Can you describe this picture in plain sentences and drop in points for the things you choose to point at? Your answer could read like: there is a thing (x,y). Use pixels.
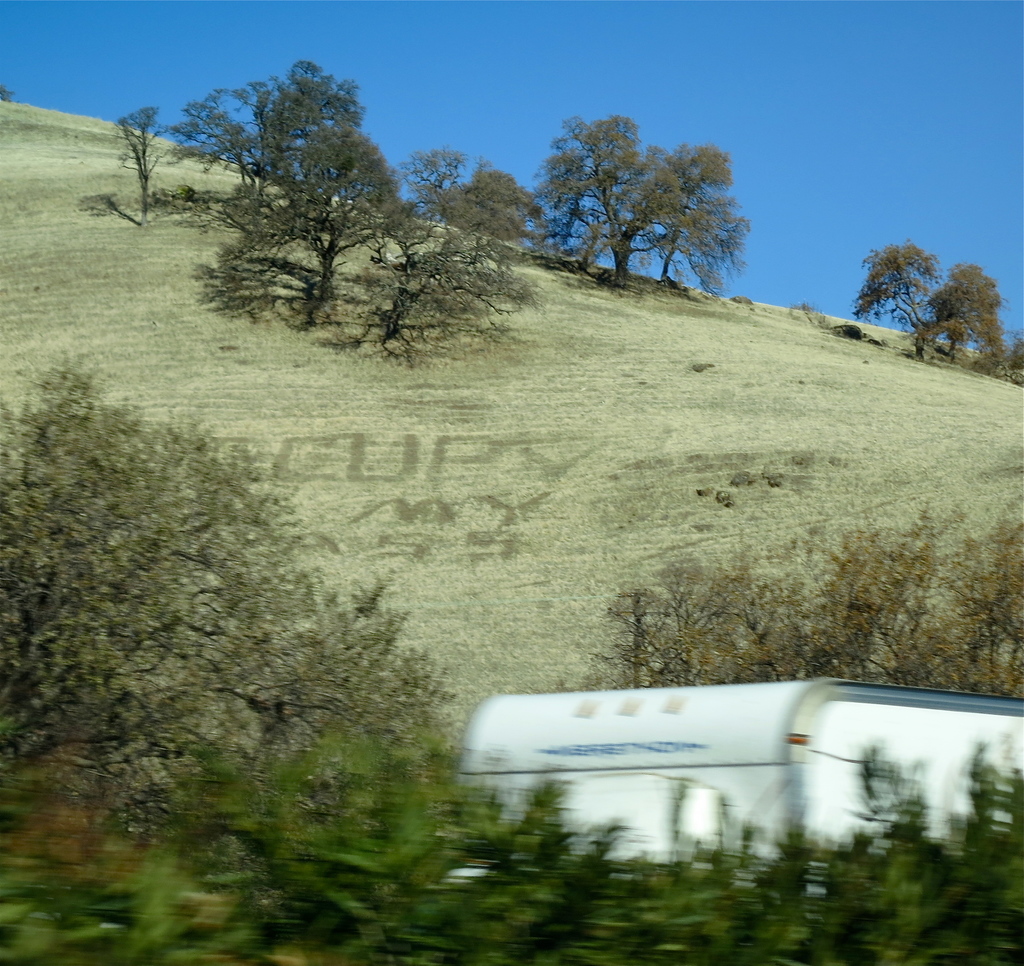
In the image we can see some trees (967,858) and vehicle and hills (14,161). At the top of the image (134,76) there is sky (947,57).
